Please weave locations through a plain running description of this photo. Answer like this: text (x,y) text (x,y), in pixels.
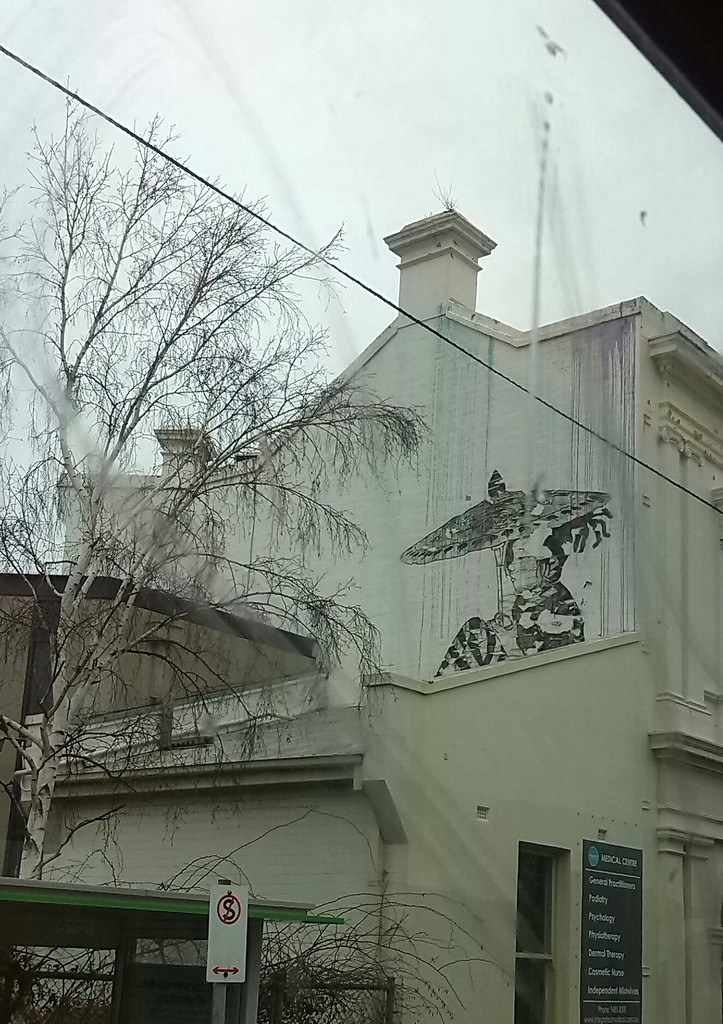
In this image we can see a sign board (232,948) and some trees (40,819). In the center of the image (291,503) we can see a building (506,641) with some painting (574,622) and a board (615,923) with some text (630,989). In the background (651,202), we can see the sky (346,107).
